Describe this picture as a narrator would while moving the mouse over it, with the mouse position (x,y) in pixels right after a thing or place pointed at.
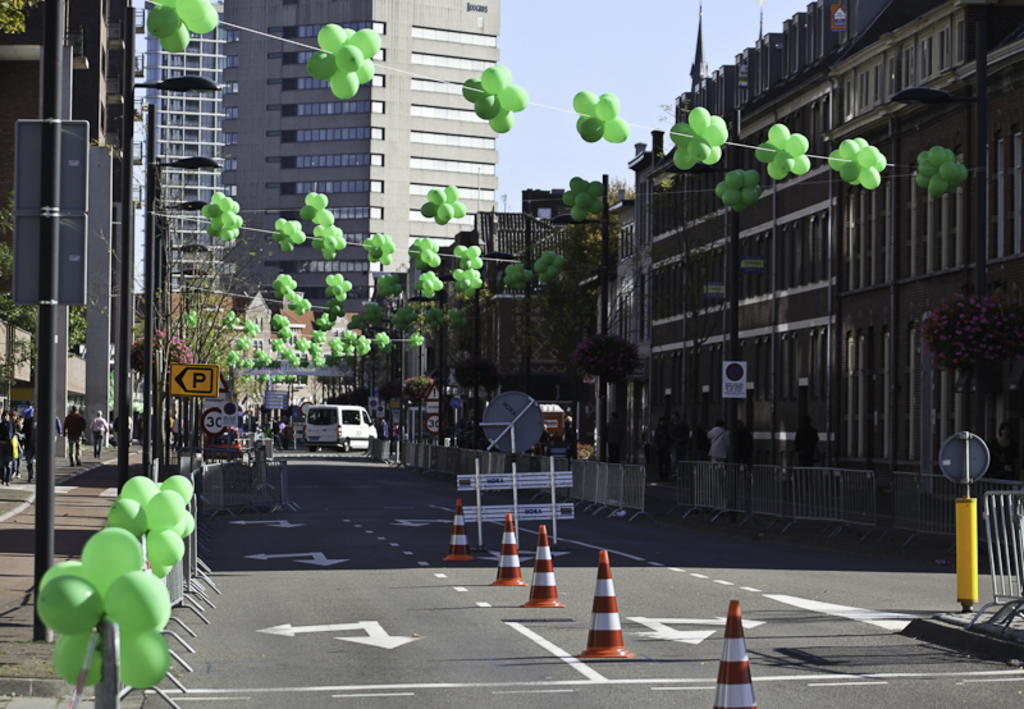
In the foreground of the picture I can see the barriers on the road (789,659). I can see the buildings (111,90) on the left side (166,169) and the right side (708,202) as well. There are barricades (208,476) on the road (217,634) on the left side (262,468). I can see a few people (11,431) walking on the side of the road (20,502) on the left side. I can see the balloon decoration (486,96) on the road (826,654).
